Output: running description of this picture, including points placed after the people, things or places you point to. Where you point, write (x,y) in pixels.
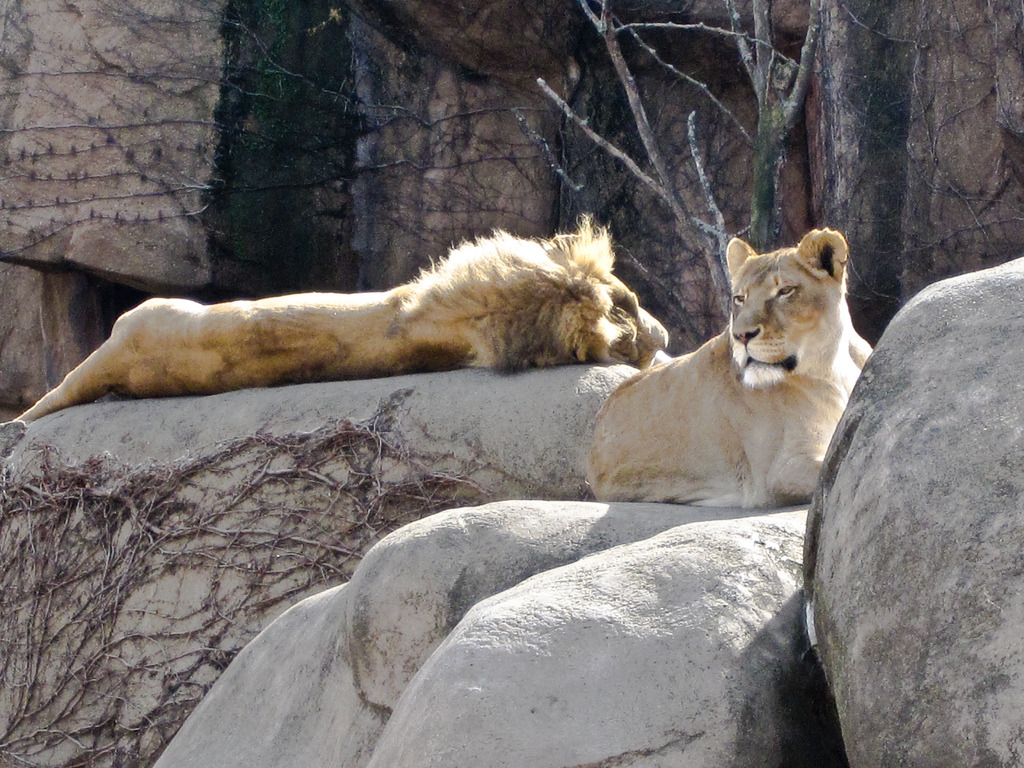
In the middle (657,457) I can see a lion (544,349) is lying on the rock (388,415) and a lioness (640,478) is sitting. In the background (515,0) I can see rocks (11,330) and trees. This image is taken during a day.
